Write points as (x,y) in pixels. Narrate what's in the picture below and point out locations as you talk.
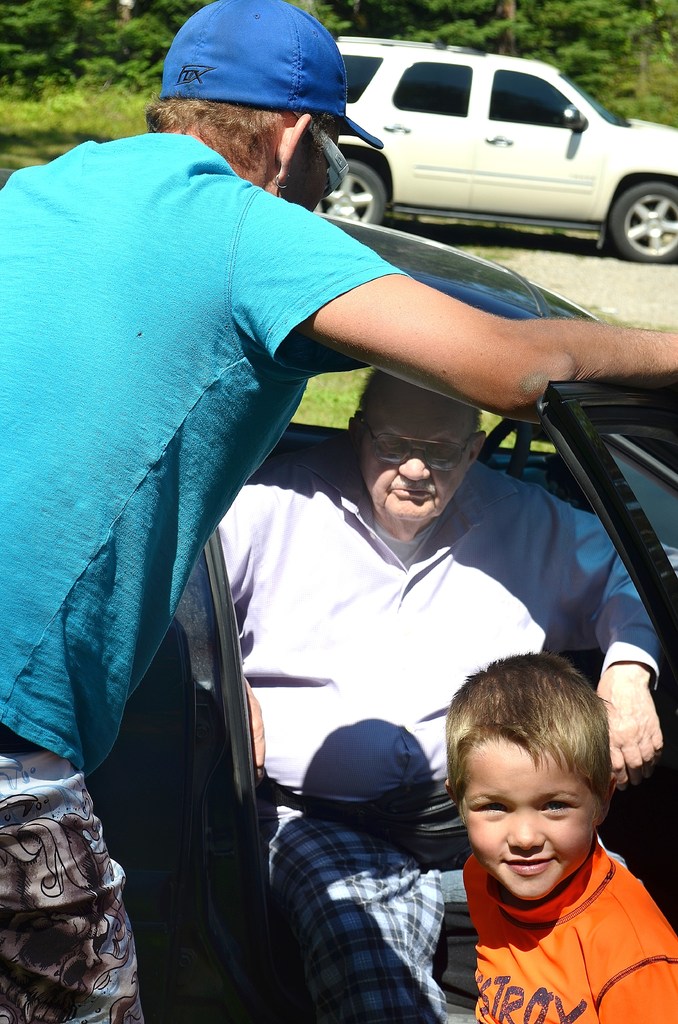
In this picture we can see a man (389,377) in the car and a guy (187,466) and a boy (610,858) outside the car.
